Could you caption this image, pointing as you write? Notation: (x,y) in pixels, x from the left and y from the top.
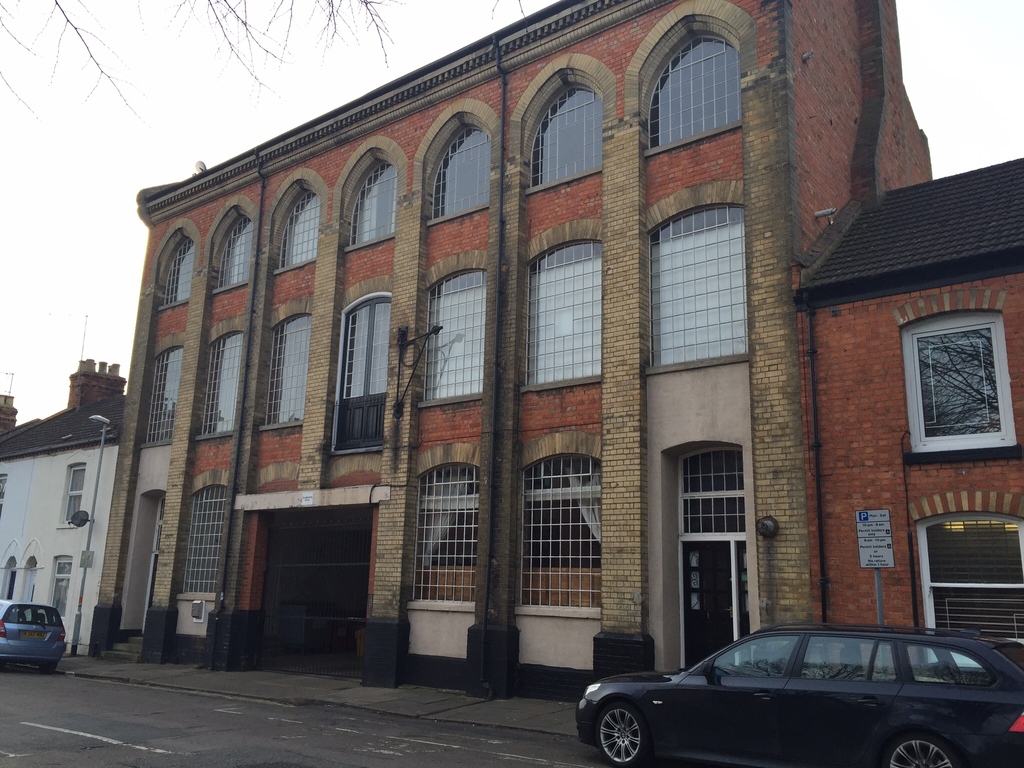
In this image I can see a road (183,725) in the front (16,701) and on it I can see two cars (44,646). In the background (214,573) I can see three buildings (528,542) and in the front of it I can see two poles (103,450), a street light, two boards (879,533) and on these boards (879,543) I can see something is written. I can also see number of windows (1,493) and on the top left side of this image (116,49) I can see few stems (363,2) of a tree (50,6).
